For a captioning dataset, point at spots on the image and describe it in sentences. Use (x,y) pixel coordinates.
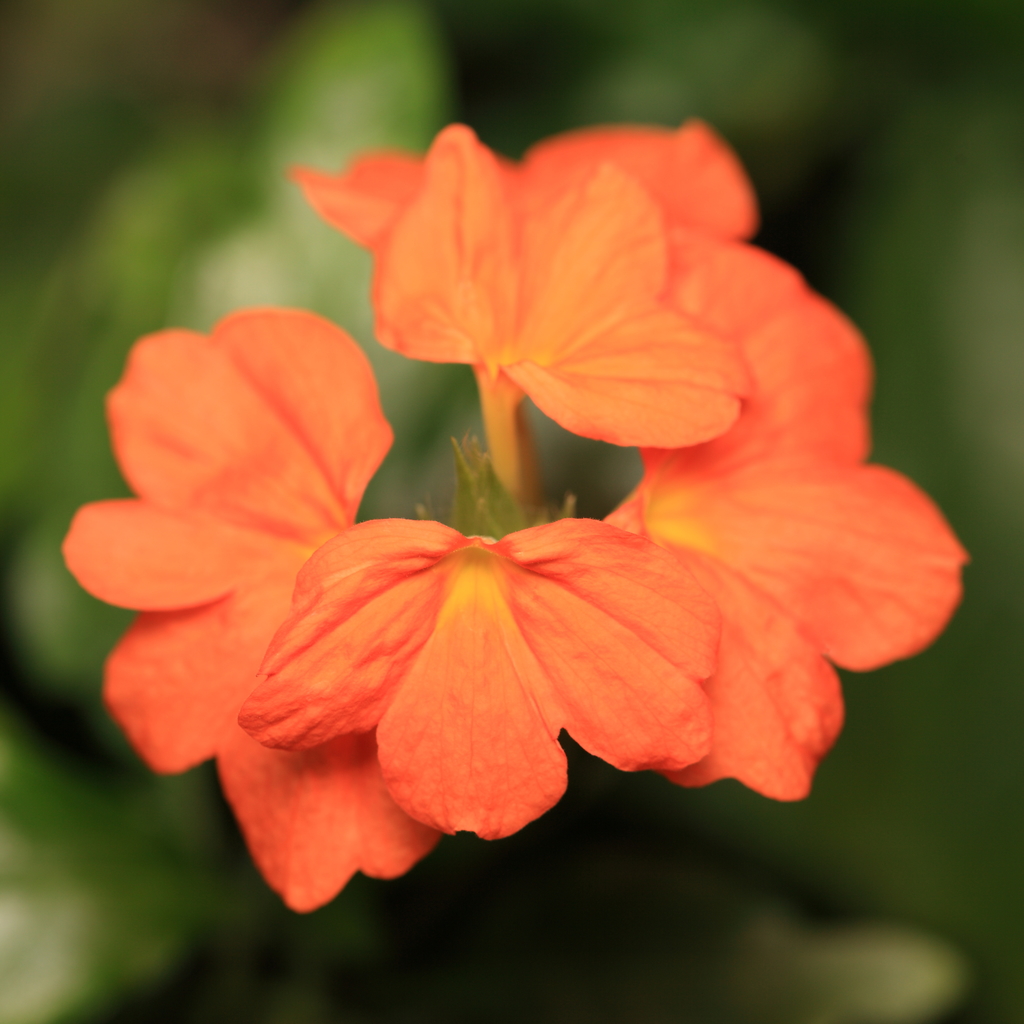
This is a macro photography of orange color flowers (399,336).
